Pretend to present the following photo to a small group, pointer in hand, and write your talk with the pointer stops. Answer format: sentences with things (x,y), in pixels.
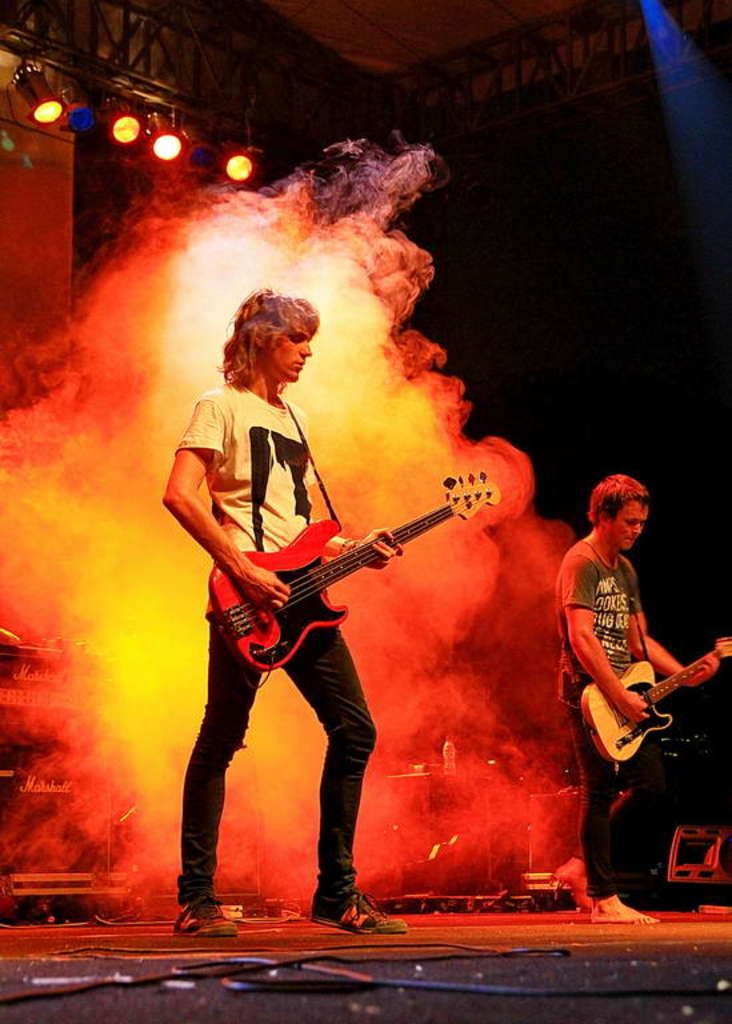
At the top (147,132) we can see lights (58,109). We can see two men (610,865) standing on a platform (205,981) and playing guitar (602,702). behind to them there is a smoke (104,393). This is a wire (265,980).
